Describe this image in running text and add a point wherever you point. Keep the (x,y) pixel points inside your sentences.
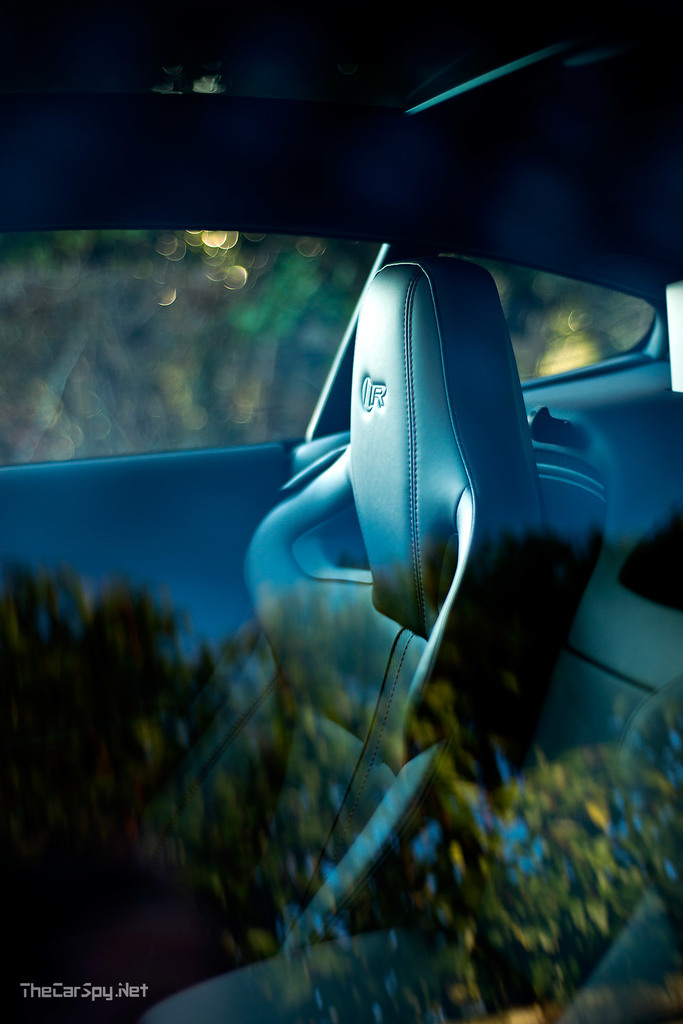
In this image we can see a car (392,898) with some blurry background (229,331).
